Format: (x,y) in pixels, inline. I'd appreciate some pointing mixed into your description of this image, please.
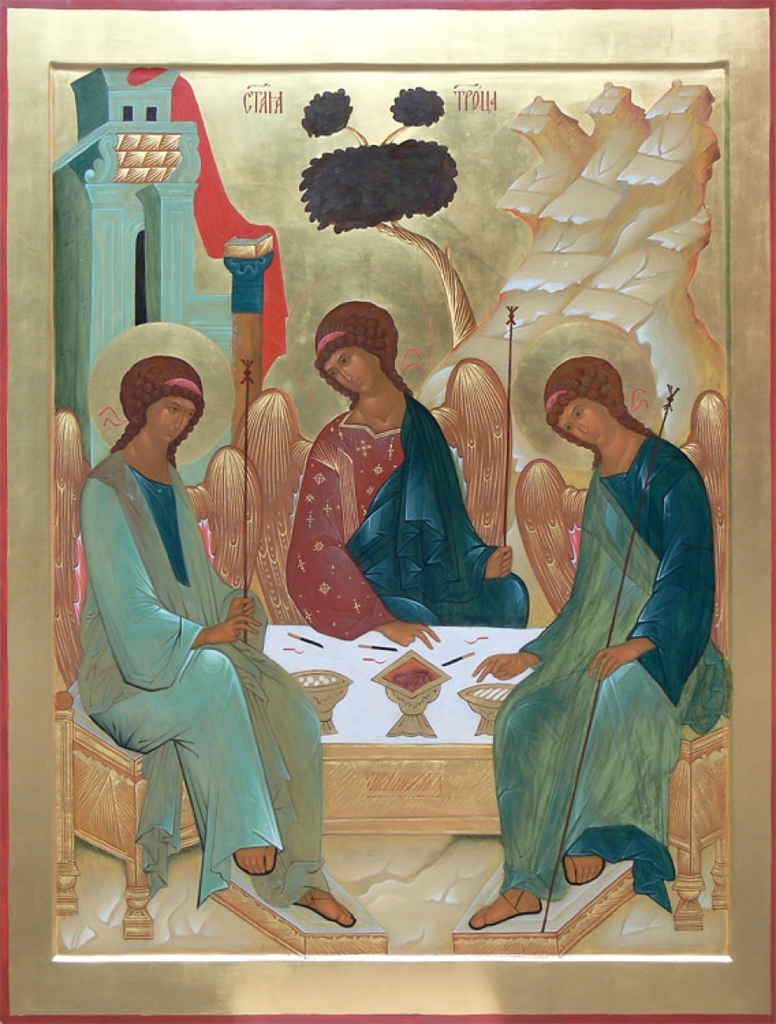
In this image there is one photo frame (46,72), in the photo frame (304,707) we could see persons (398,569) who are sitting and there is one table (444,711). On the table (453,714) there are some pens (297,639) and pots (400,680) and in the background (165,222) there is a house (116,217), tree (450,175).
